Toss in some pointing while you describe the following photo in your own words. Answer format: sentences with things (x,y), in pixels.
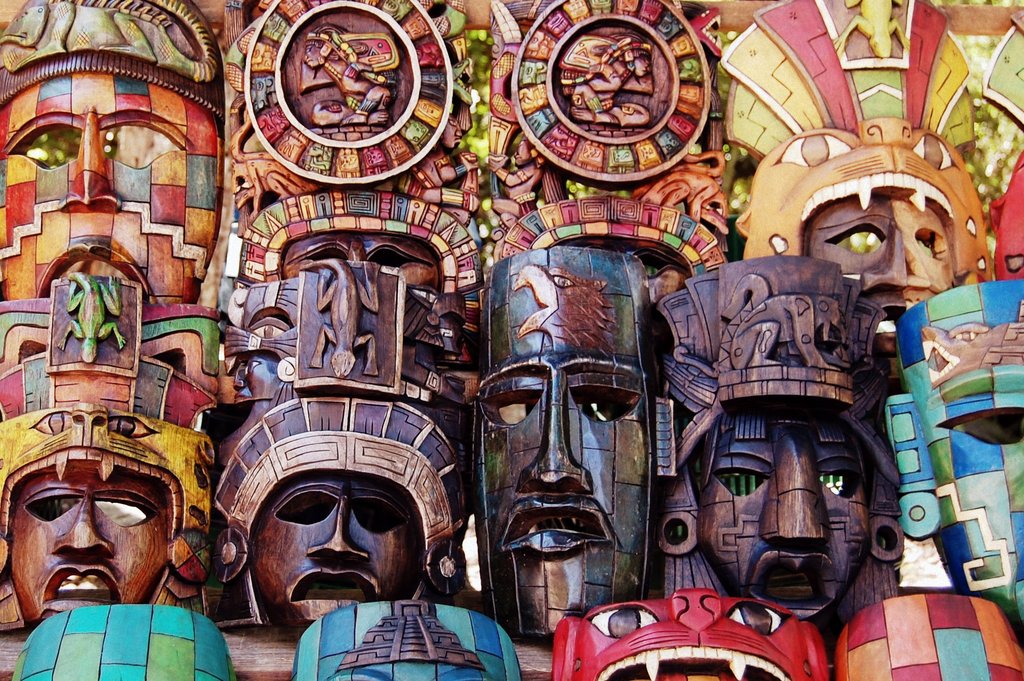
In this image there are wooden masks (910,194). In the background of the image (743,189) it is blurry.
